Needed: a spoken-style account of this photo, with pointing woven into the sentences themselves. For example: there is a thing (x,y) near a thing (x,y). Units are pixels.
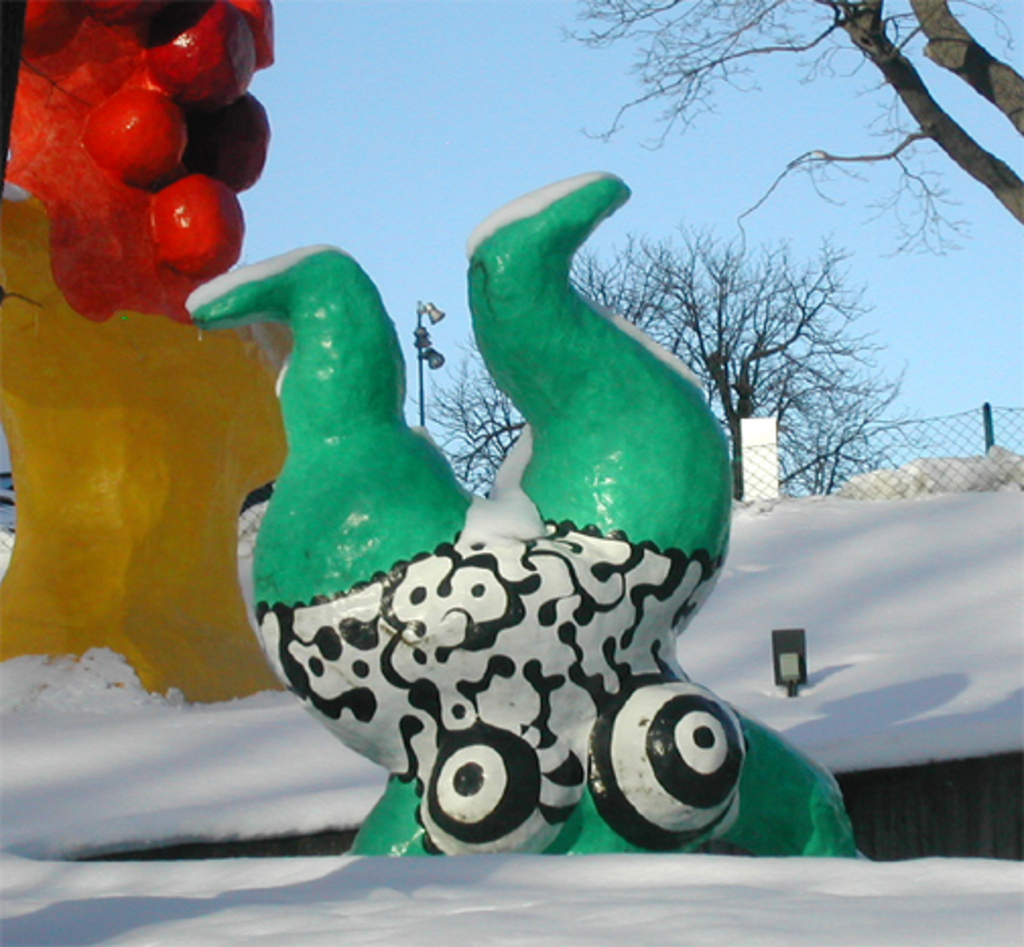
In the image we can sculptures (404,490) of different colors. Here we can see the snow (915,464), mesh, trees (781,42), pole (422,343) and the pale blue sky (439,144).
